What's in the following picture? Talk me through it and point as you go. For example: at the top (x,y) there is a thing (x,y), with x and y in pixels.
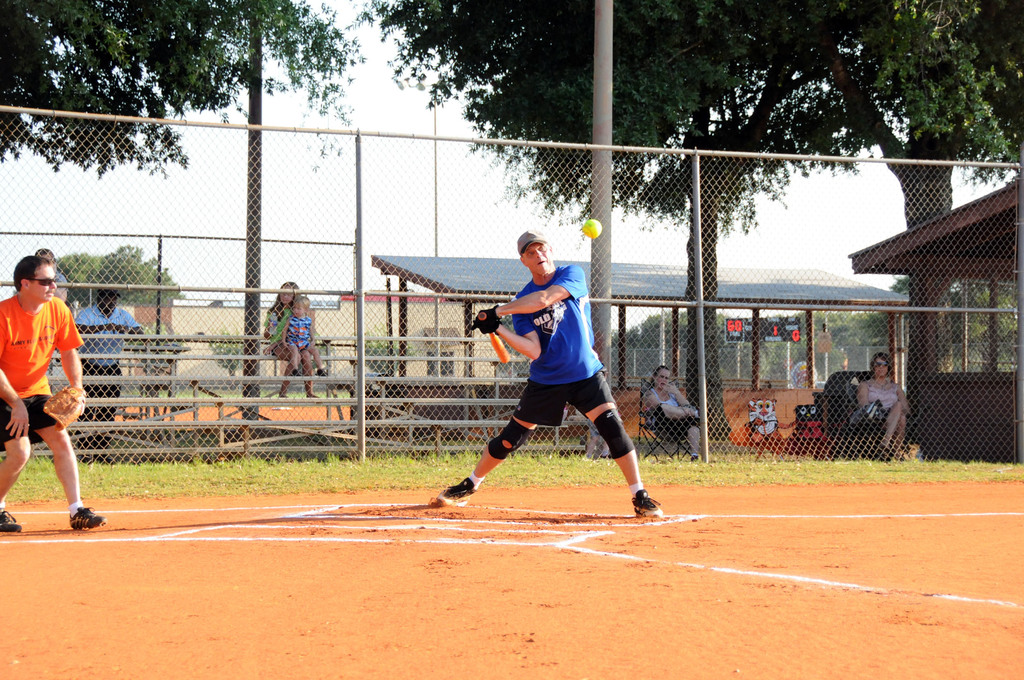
This is the picture of a playground (231,491). In this image there is a person (564,272) with blue t-shirt (534,323) is standing and holding the bat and there is a ball (592,231) in the air (613,236). On the left side of the image (18,374) there is a person (18,388) standing. At the back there are group of people (317,356) sitting behind the fence (614,336) and there is a person (89,416) standing. At the back (272,382) there are buildings (797,283), trees (48,104), poles (1021,289), benches (276,380) behind the fence (692,369). At the top (392,117) there is sky (424,128). At the bottom (270,458) there is grass (449,468) and mud (410,602).
